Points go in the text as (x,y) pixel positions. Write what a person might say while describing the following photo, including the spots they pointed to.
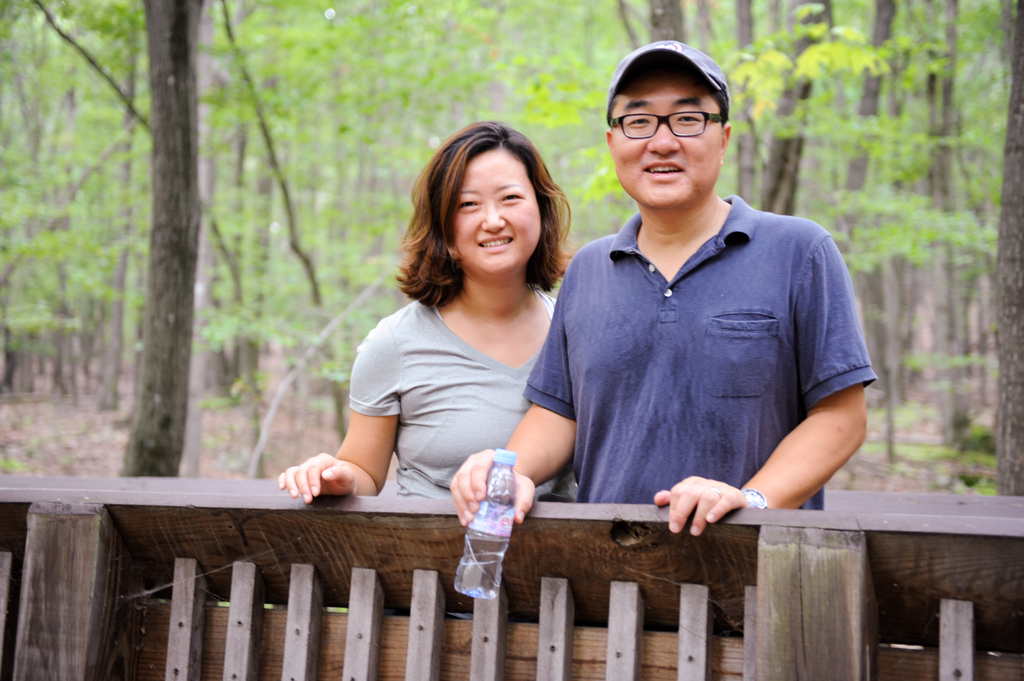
In this image there is a wooden railing (738,580), behind the wooden railing (382,526) there is a man (537,427) and a woman (445,445) standing and a man (616,445) is holding a bottle (479,568) in his hand (524,486), in the background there are trees (223,8) and it is blurred.
